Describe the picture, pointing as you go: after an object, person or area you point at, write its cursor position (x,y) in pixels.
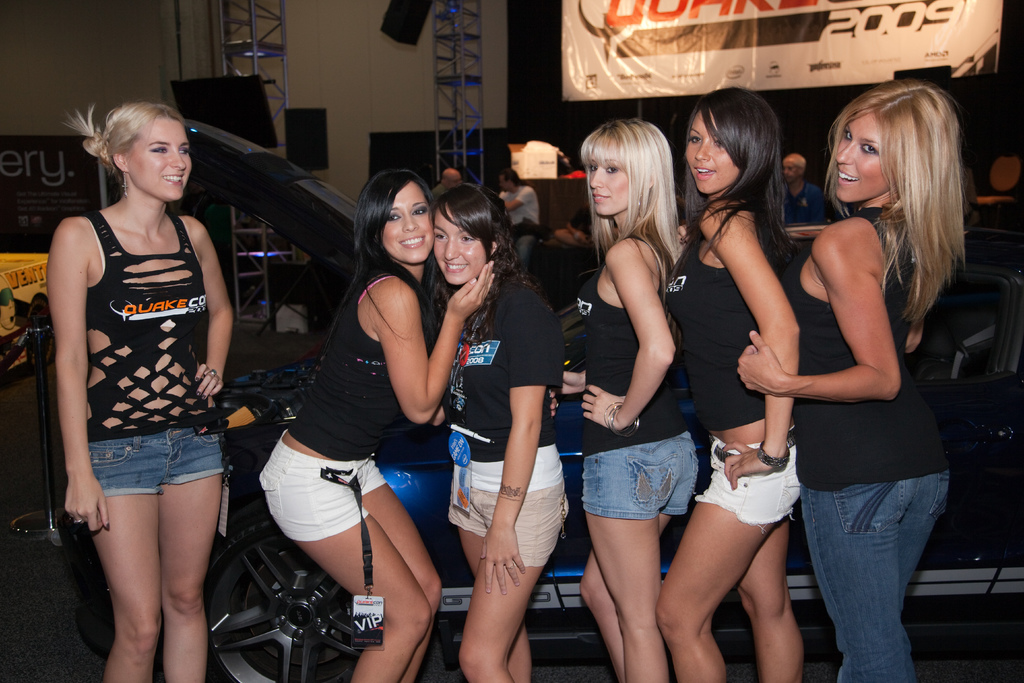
In the foreground of the picture (182,294) there are women (469,375) standing, beside a car (378,463). In the background (633,34) there are banner (710,34), iron frames (471,83), people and other objects (411,162). On the left (41,370) there is a stand (50,470).
